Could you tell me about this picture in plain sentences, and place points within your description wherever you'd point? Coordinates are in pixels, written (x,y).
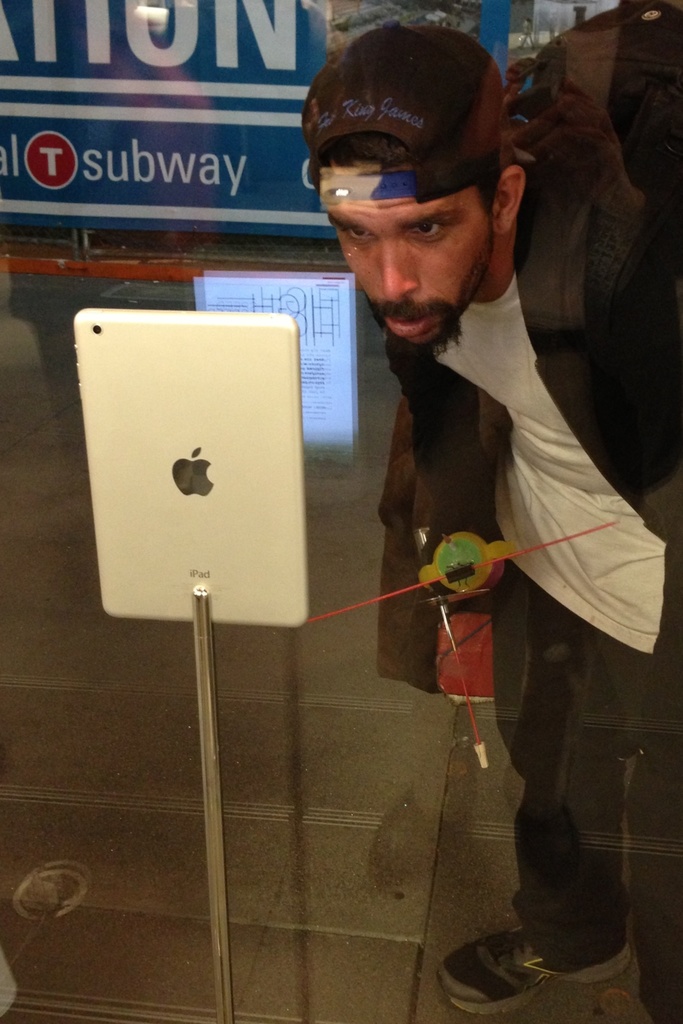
The man (441,230) in white T-shirt (575,546) is holding something in his hand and he is looking at the tablet (125,361), which is placed in front of him. Behind him, we see a board (264,153) in blue color with some text (183,49) written on it.
